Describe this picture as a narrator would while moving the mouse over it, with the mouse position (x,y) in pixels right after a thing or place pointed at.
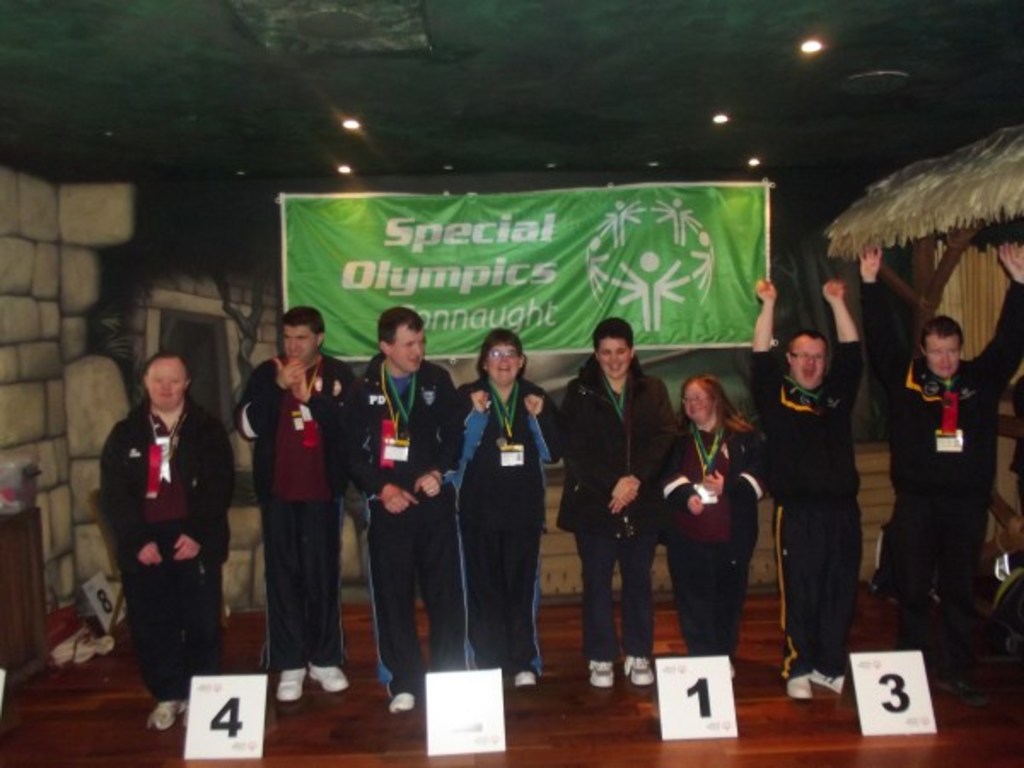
In this image there are people (262,477) standing wearing id tags (162,468) in front of them there are board (867,687) on that boards (868,701) there are numbers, in the background (83,344) there is a wall (242,289), on that wall (252,296) there is a banner (493,284), on that banner (501,272) is text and a logo (659,229), at the top (392,43) there is a ceiling (691,86) and lights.
